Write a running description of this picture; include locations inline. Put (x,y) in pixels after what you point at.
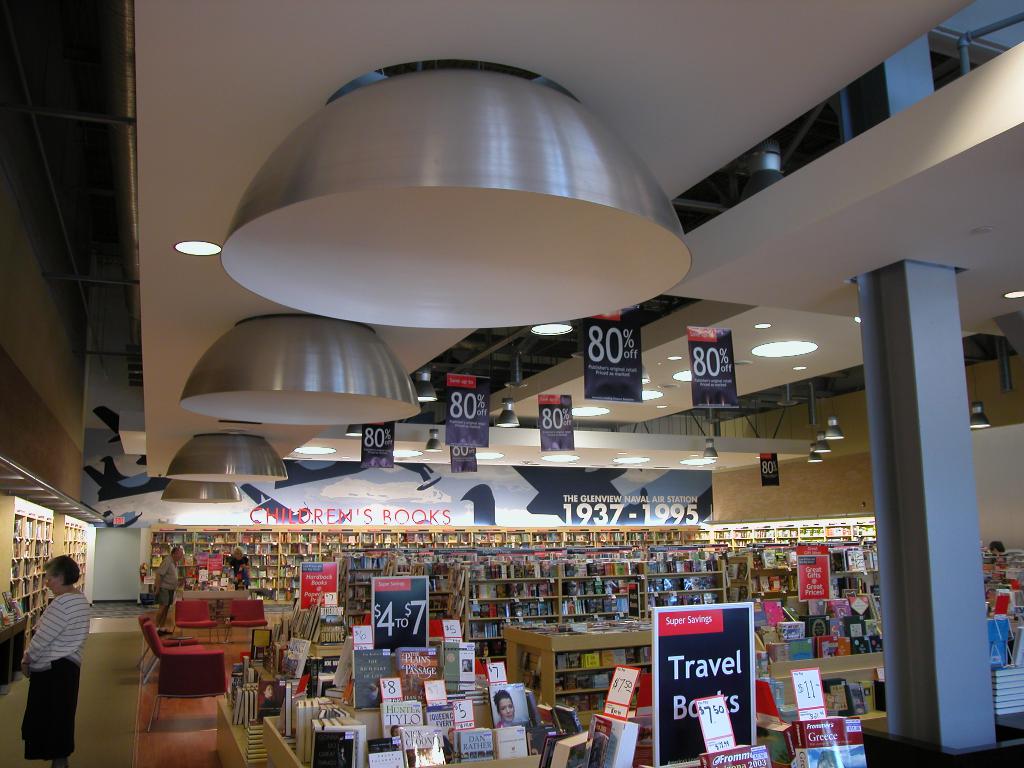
In this image there are a few people (52,640) in a book store (215,604) around them there are chairs (249,609), tables (375,715) and books (401,715) on the aisles (410,559) and on the tables (609,634) with price tags (636,679) and posters (687,640), at the top of the image (491,220) there are lamps (357,388) and some objects (626,334) and there is a metal pillar (909,497).
